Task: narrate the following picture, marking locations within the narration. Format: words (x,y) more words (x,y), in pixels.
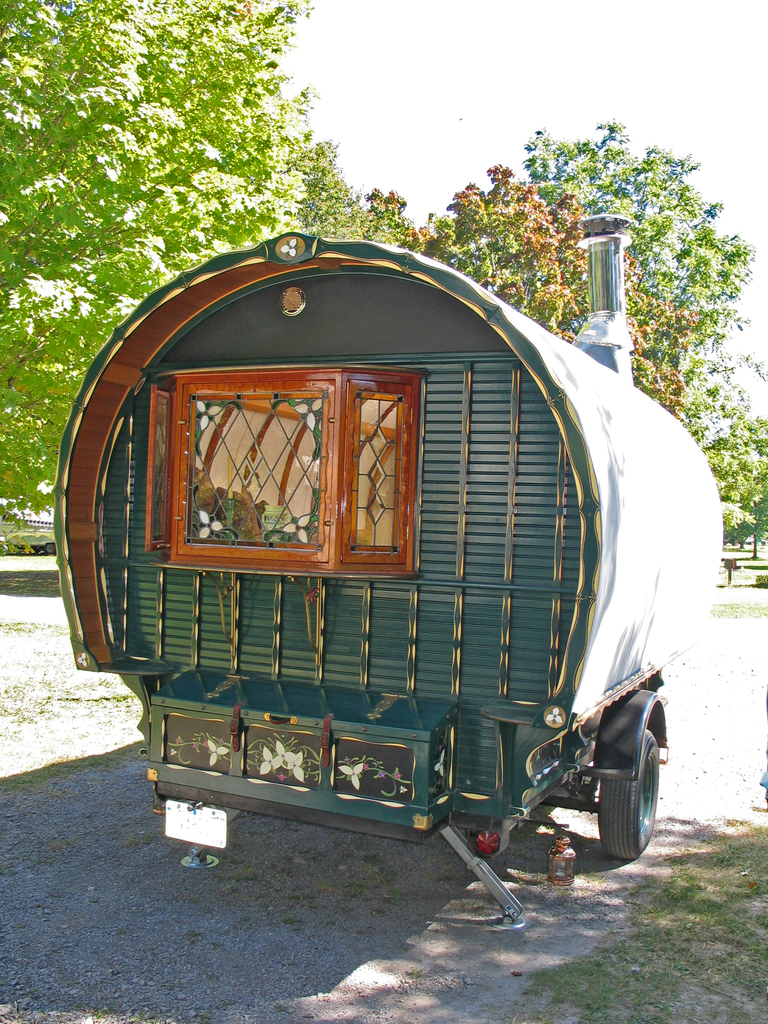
In this picture we can see a vehicle (300,636) on the path (422,914) and behind the vehicle (353,392) there are trees (641,229) and the sky (685,104).
